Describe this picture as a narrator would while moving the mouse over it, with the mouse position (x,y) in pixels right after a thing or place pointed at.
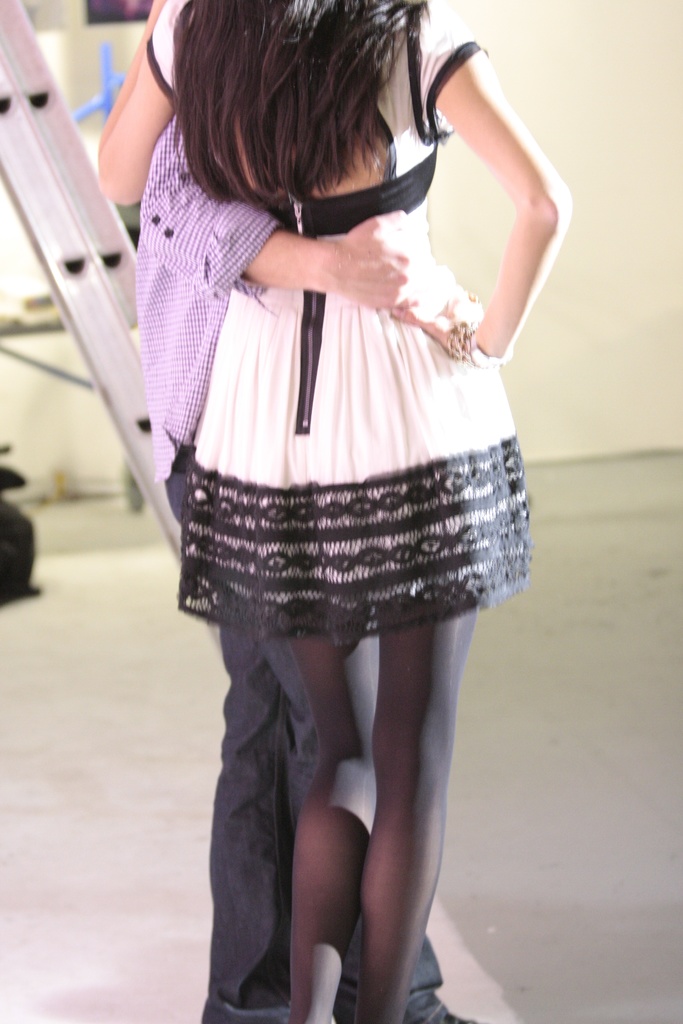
In this image I can see a man (201,214) and a woman (337,53) are holding each other and standing on the floor (547,943). On the left side (96,283) there is a ladder (103,319). In the background (594,246) I can see the wall (625,375).
